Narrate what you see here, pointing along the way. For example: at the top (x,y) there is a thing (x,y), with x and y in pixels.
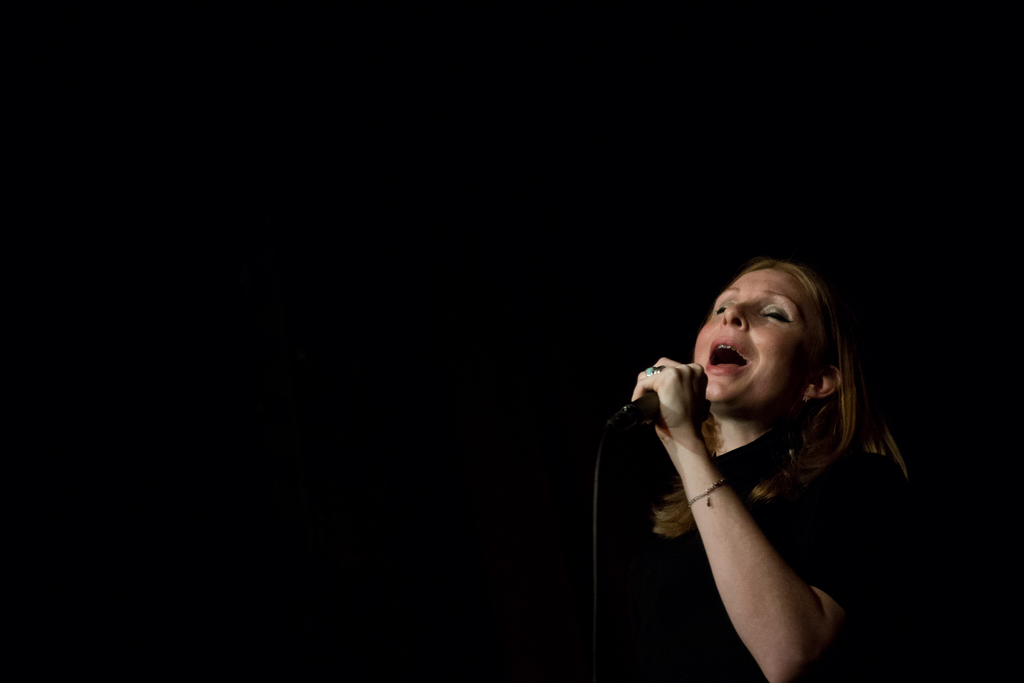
On the right side of the picture (739,411) there is a woman (709,461) holding a mic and singing. The background (246,107) is dark.
